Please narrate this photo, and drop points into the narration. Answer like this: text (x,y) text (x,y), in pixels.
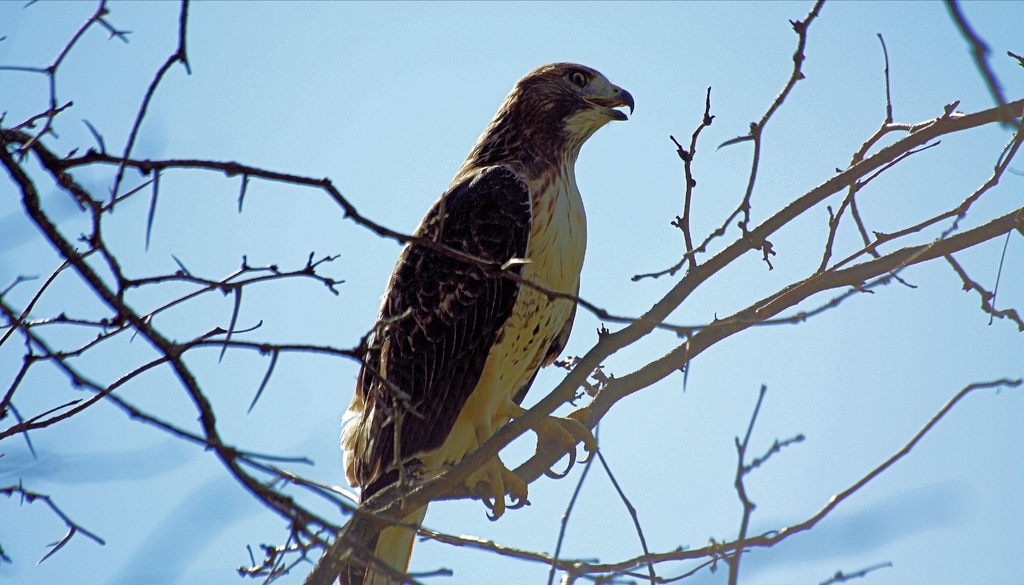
In this picture, there is an eagle (431,230) standing on the tree (419,480). There is no leaf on the tree (861,272). In the background (332,134), there is a sky (255,138).
